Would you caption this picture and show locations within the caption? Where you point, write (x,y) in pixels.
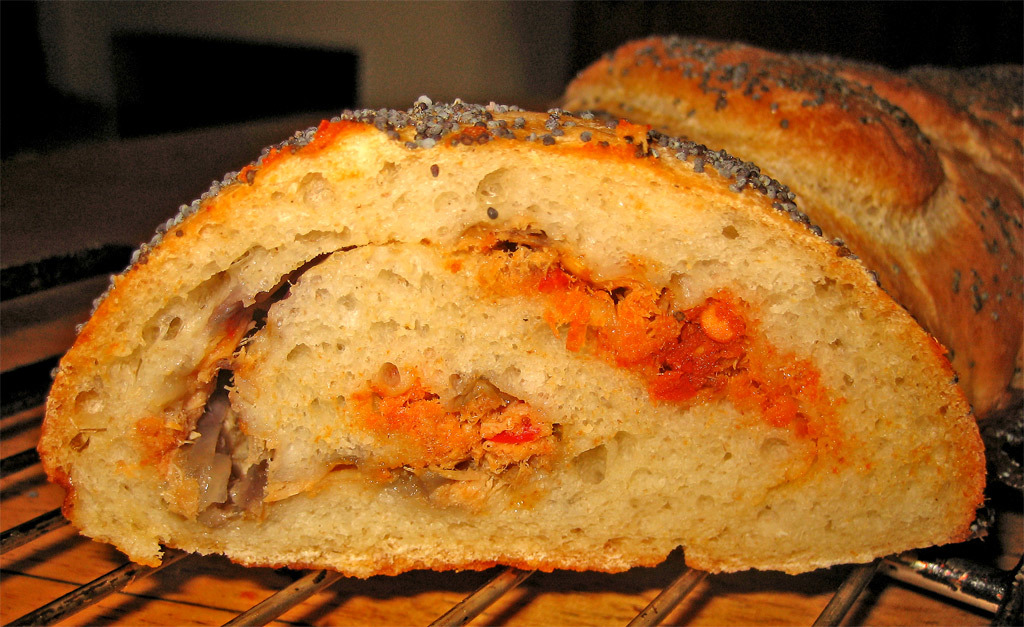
In this image we can see snacks (656,169) on a grill (899,572). In the background (509,31) is blurry.
